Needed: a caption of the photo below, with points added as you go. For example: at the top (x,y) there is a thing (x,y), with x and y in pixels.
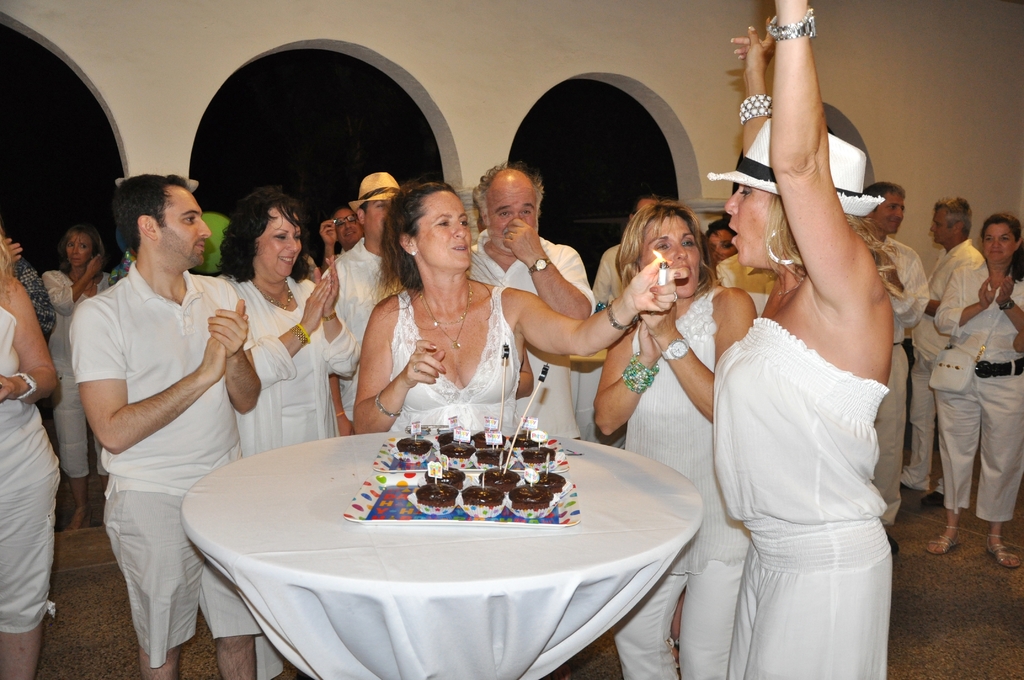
In this image, there are group of people (871,342) standing and clapping in front of the table (637,500) on which cake molds (494,509) is kept. The background walls (496,71) are white in color. This image is taken inside a hall (914,506).
